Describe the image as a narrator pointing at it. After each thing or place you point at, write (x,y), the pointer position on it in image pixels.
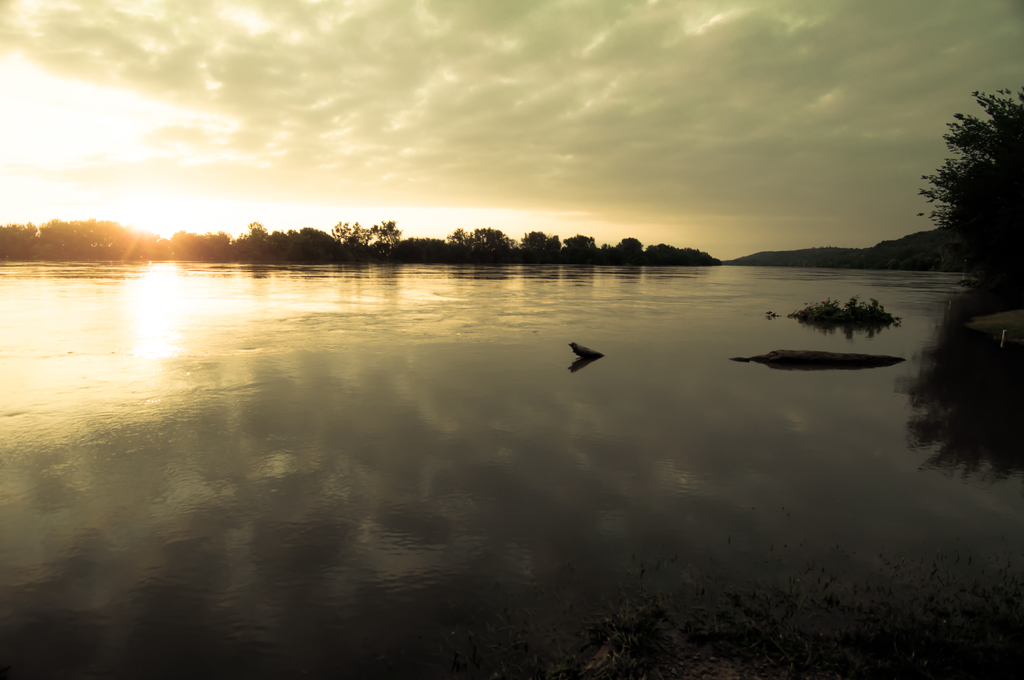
In this image at the bottom (756,484) there is a river (902,367), and in the background (947,260) there are some trees (11,257) and mountains (910,241). At the top of the image (557,169) there is sky (498,186) and in the water (594,342) there are some plants (835,321), at the bottom (752,637) also there are some plants (826,655).
